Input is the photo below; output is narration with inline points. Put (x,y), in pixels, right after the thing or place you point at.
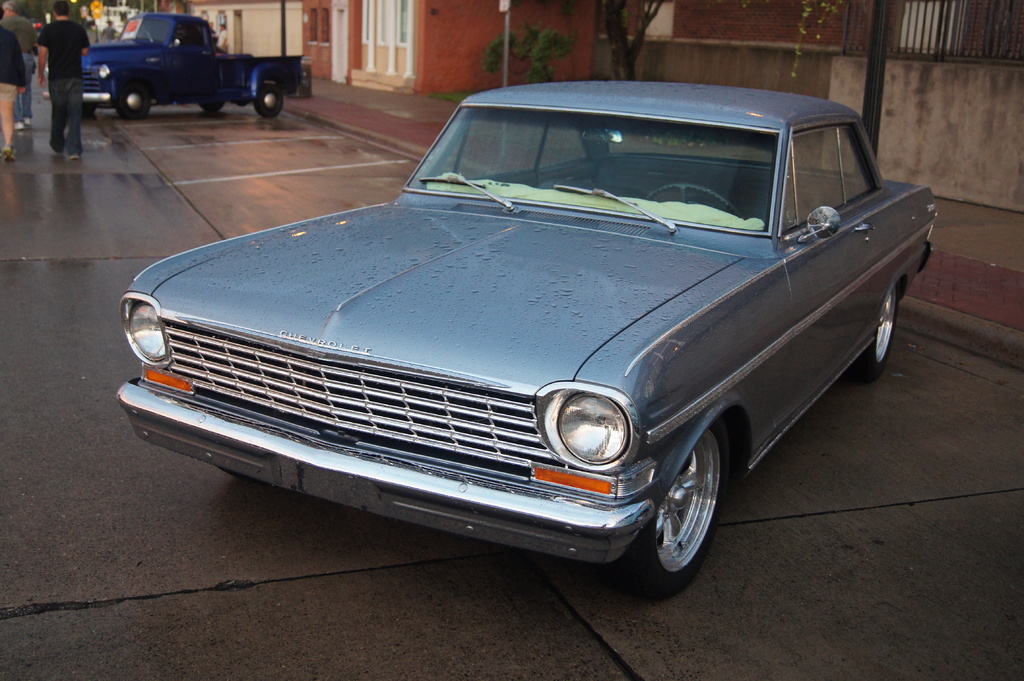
In the center of the image (457,361) we can see a car (433,307). In the background of the image (90,74) we can see the buildings (583,47), trees (547,29), poles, windows (398,34), truck (139,48), some persons (67,55) and road (58,319), board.
